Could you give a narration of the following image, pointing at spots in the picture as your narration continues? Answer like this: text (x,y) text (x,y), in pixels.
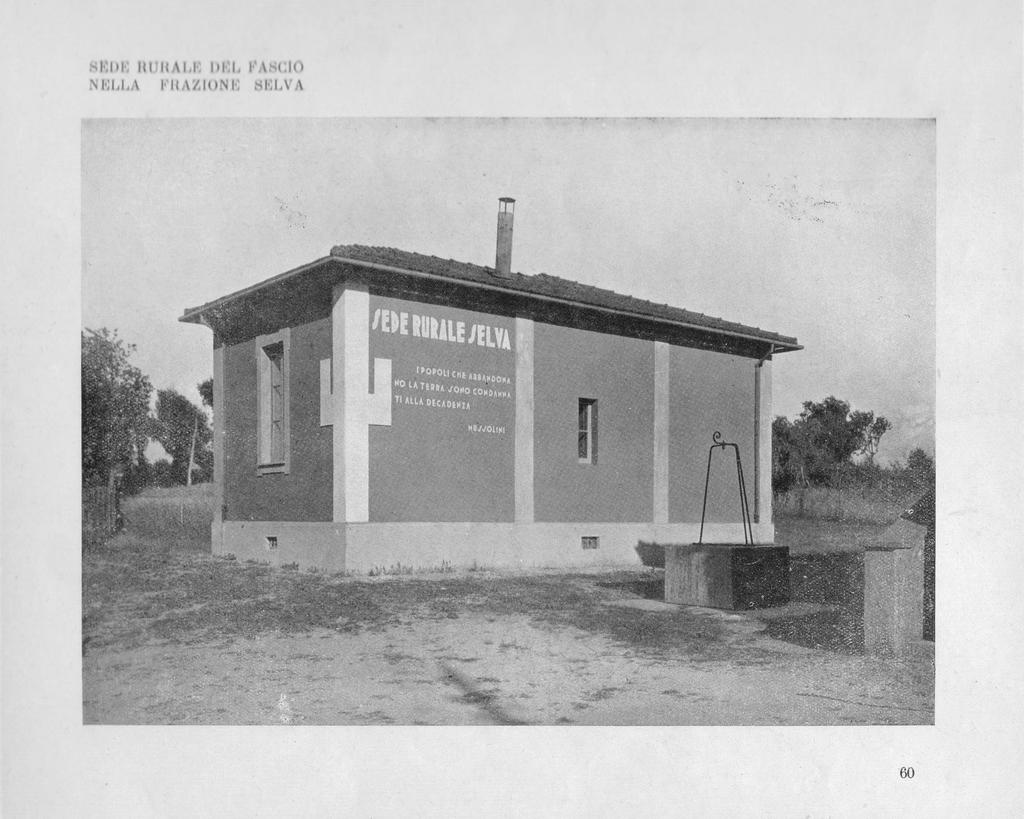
In this image we can see a paper (327,100). In the center of the image (385,535) there is a building (316,526). In the background (163,415) there are trees (865,424). At the top (661,203) there is sky (494,194) and we can see text (178,88) written.
